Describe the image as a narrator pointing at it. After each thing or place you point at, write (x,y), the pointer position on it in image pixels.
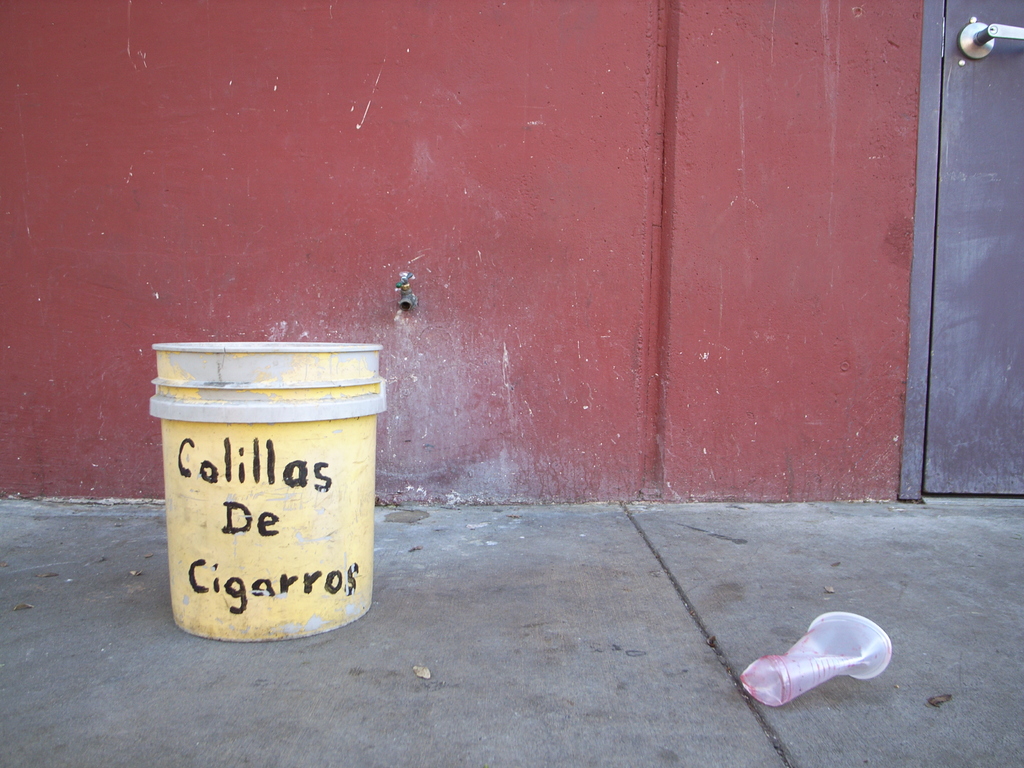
In the foreground of this image (679,731), there is a plastic glass (879,648) crushed is on the ground (129,605) and also a bucket (314,498) with text (323,480) on it. In the background (714,439), there is a door (952,229) and a red wall (392,318).
